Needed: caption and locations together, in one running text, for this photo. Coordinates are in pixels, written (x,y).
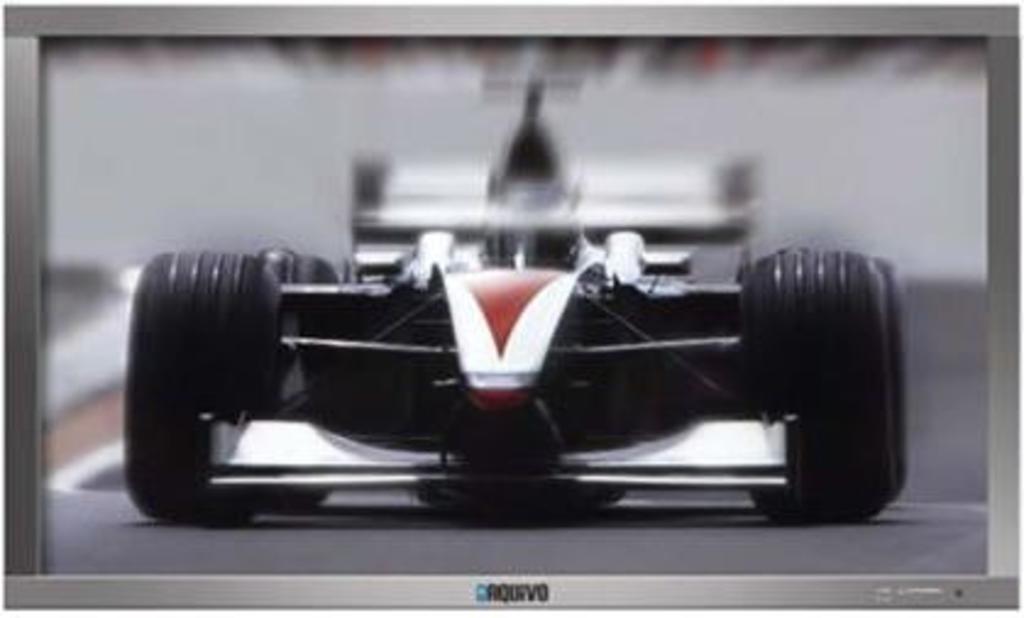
This image consists of a digital screen (772,539). In the middle of the image (359,263) there is a sports car (249,365) on the road (402,506). It is displayed on the screen (898,408).
